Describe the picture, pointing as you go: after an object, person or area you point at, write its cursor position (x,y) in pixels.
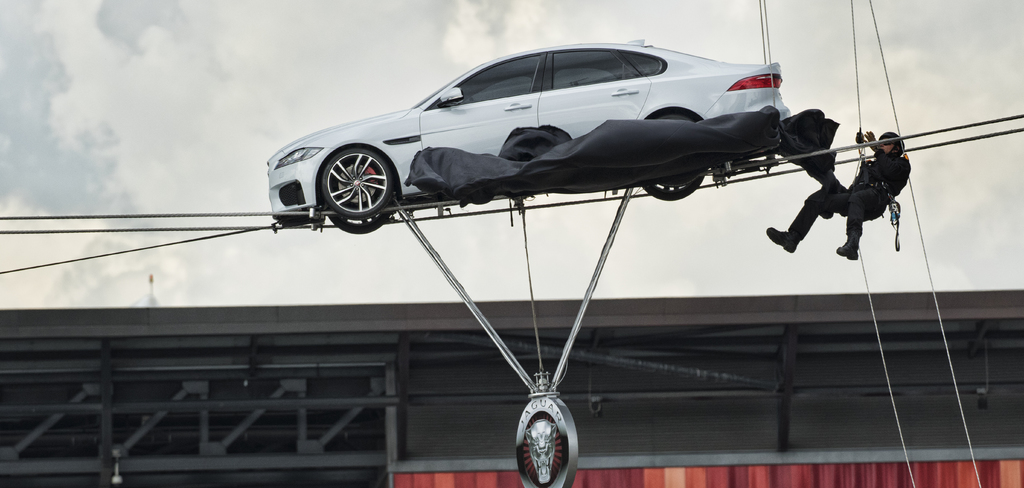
In this image, in the middle (650,187), we can see a car (587,128) which is on the cables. On the right side (890,169), we can also see a person (879,151) holding ropes (891,94) and the person (898,159) is also in air. In the background (421,94), we can see a sky (1014,124) and it is cloudy, at the bottom (212,456), we can see a metal instruments (537,448).
